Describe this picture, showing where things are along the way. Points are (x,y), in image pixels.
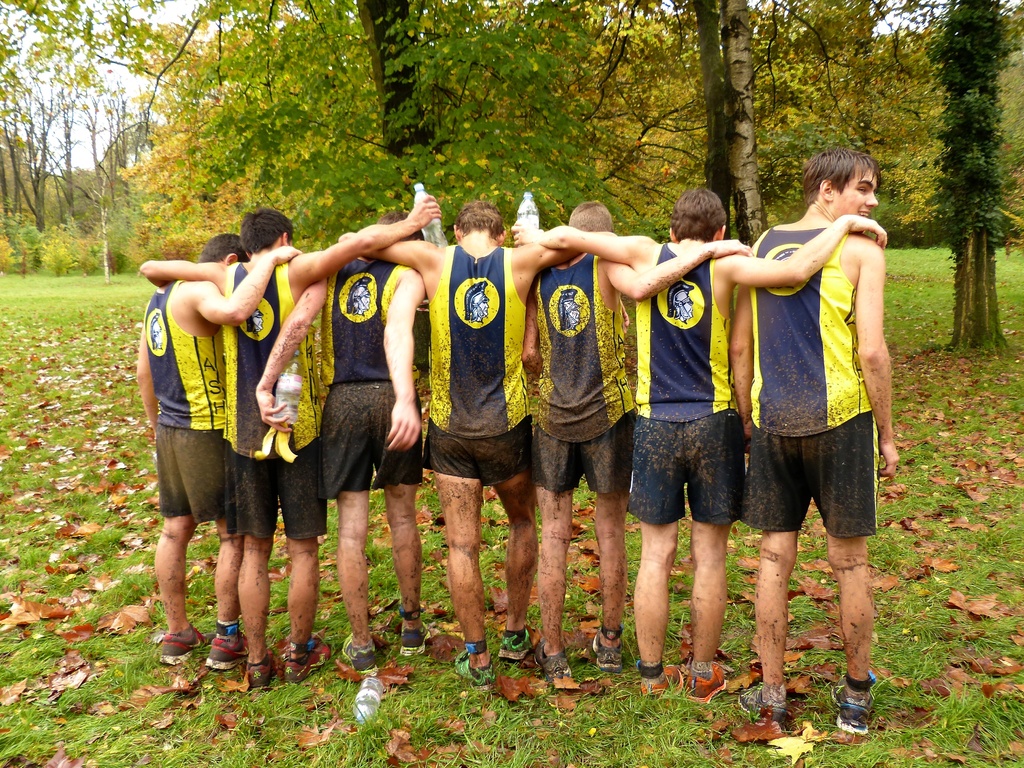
In this picture I see a group of men (521,397) are standing by holding together, they wore yellow and blue color tops (659,350) and black color shorts (377,449) facing towards that side. At the back side (594,135) there are trees (603,136) in this image.
